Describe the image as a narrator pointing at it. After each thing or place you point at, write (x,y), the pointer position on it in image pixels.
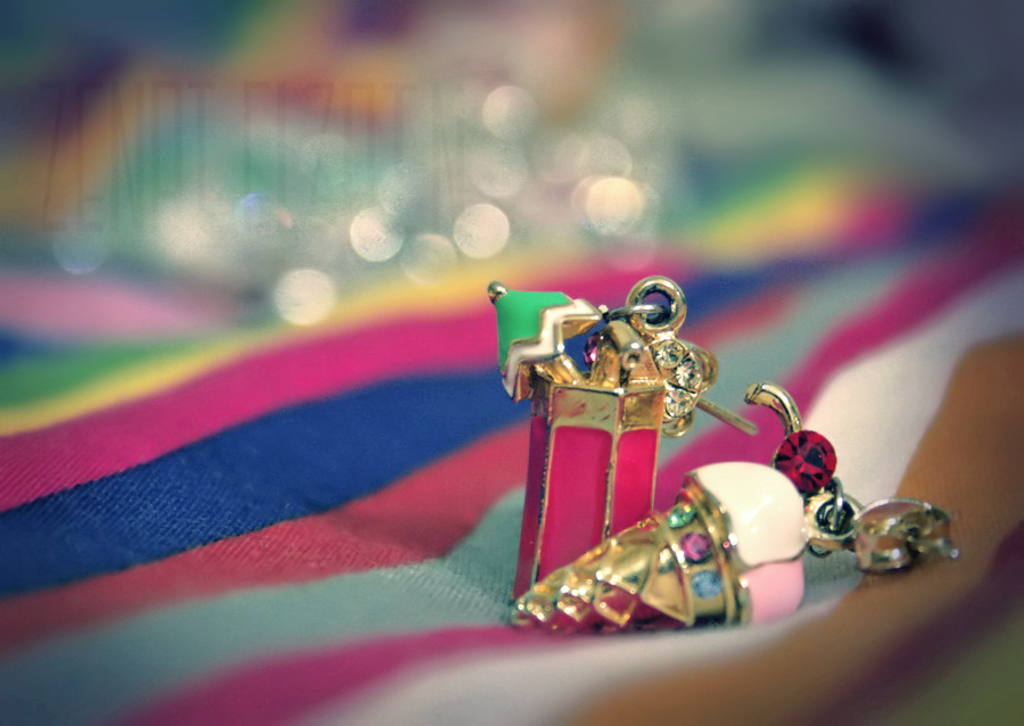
In this image I can see few objects (543,414) on the colorful cloth (342,417). And there is a blurred background (224,103).
